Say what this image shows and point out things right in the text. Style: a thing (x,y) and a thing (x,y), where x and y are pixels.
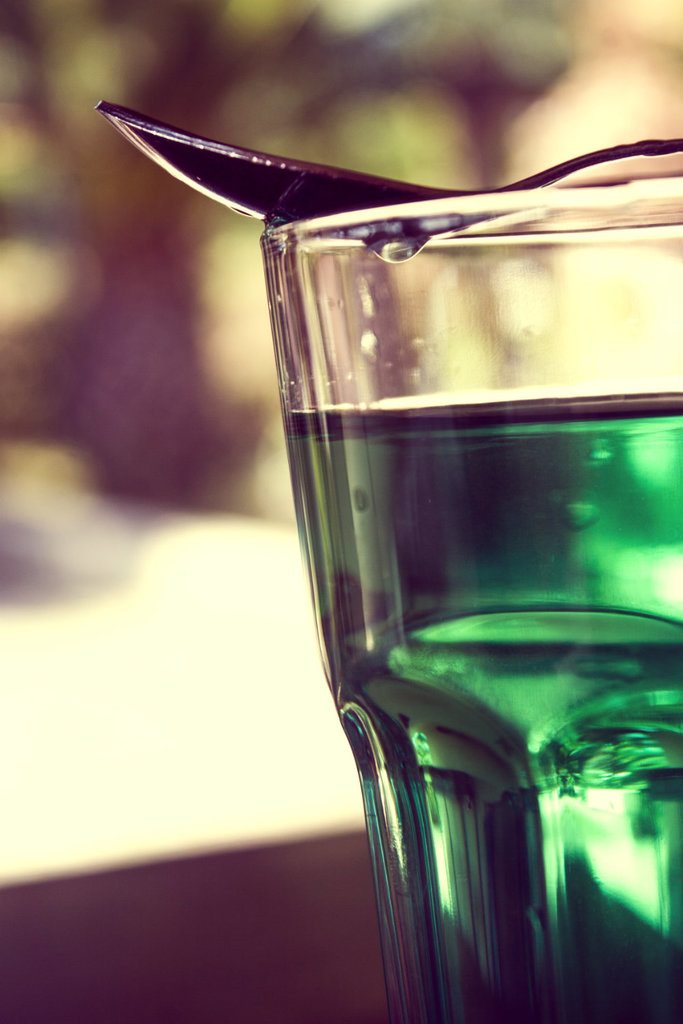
In this image there is a glass (535,538) truncated towards the right of the image (543,474), there is the drink (535,553) in the glass (497,763), there is a spoon (225,147) truncated towards the right of the image (557,169), the background of the image (241,471) is blurred.
